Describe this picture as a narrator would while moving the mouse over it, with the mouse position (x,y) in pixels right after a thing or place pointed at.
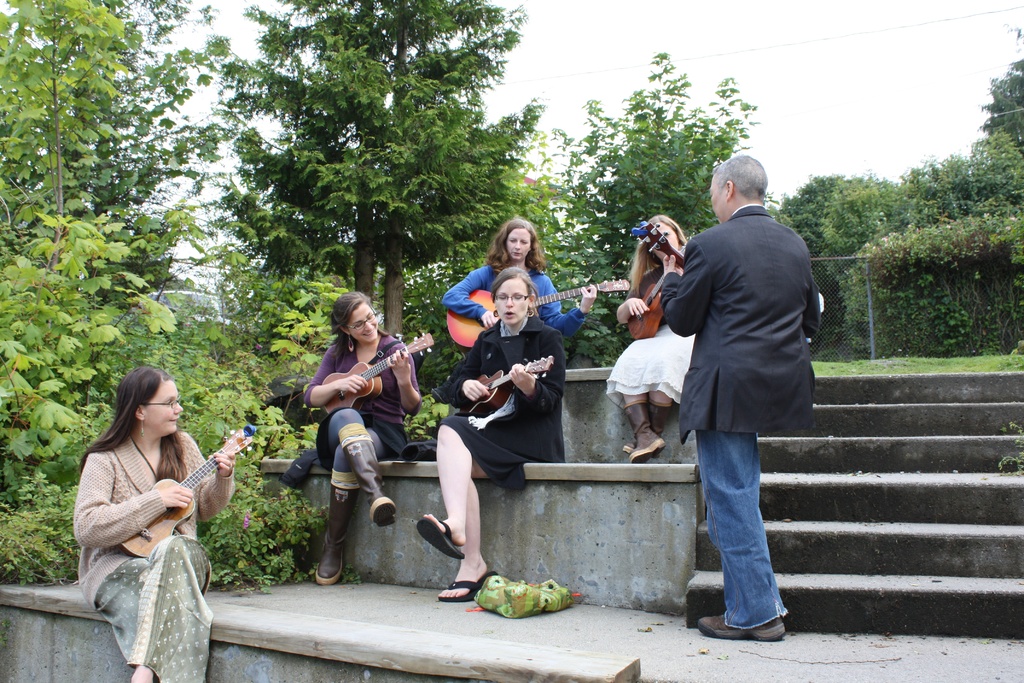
In this image there are group of persons (511,364) sitting and standing, the man (754,440) standing at the right (733,388) is facing them, the woman (522,417) sitting in a middle with a black colour dress (509,417) is holding a musical instrument (506,382) and is singing, the woman (401,380) at the left side (334,367) is holding a musical instrument (367,374) and is smiling the two women (538,278) sitting on a top is holding a guitar (539,305) and playing it the woman (179,441) sitting at bottom left (162,549) is holding a ukulele (165,525) and is seeing at the other woman (504,332) sitting in front of her. In the back ground (978,307) there is a garden (860,354) with a grass (873,366) and a trees (906,223) and in the sky (688,48) there are clouds (650,50). On the floor (543,624) there is a bag (536,598).
